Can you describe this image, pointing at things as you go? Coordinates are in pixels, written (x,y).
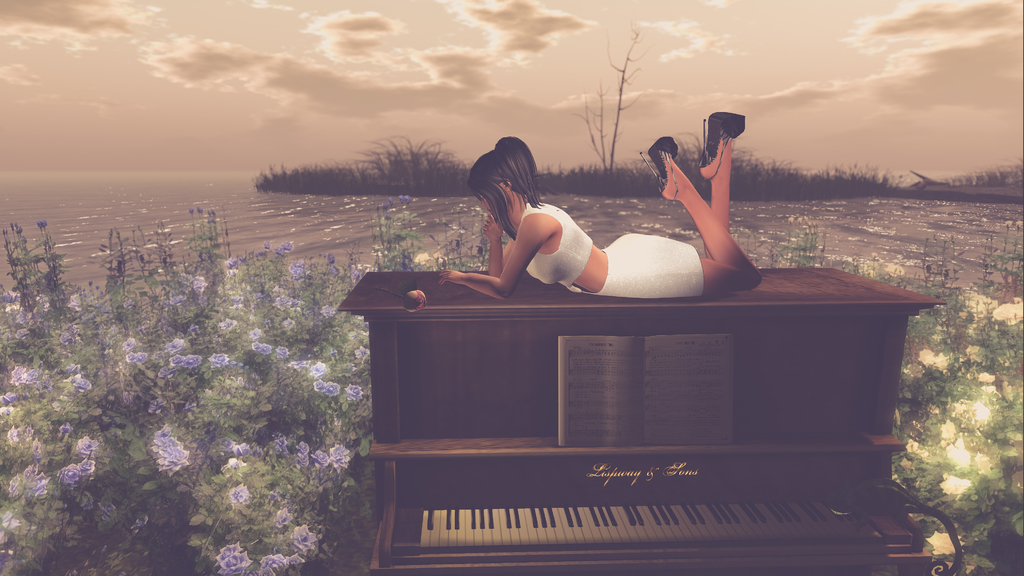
In this picture I can observe a woman (668,241) lying on the piano (503,369). It is a graphical image. In the middle of the picture (347,219) I can observe river (194,204). In the bottom of the picture (182,434) I can observe flowers (172,444). I can observe clouds (387,82) in the sky (457,79).
